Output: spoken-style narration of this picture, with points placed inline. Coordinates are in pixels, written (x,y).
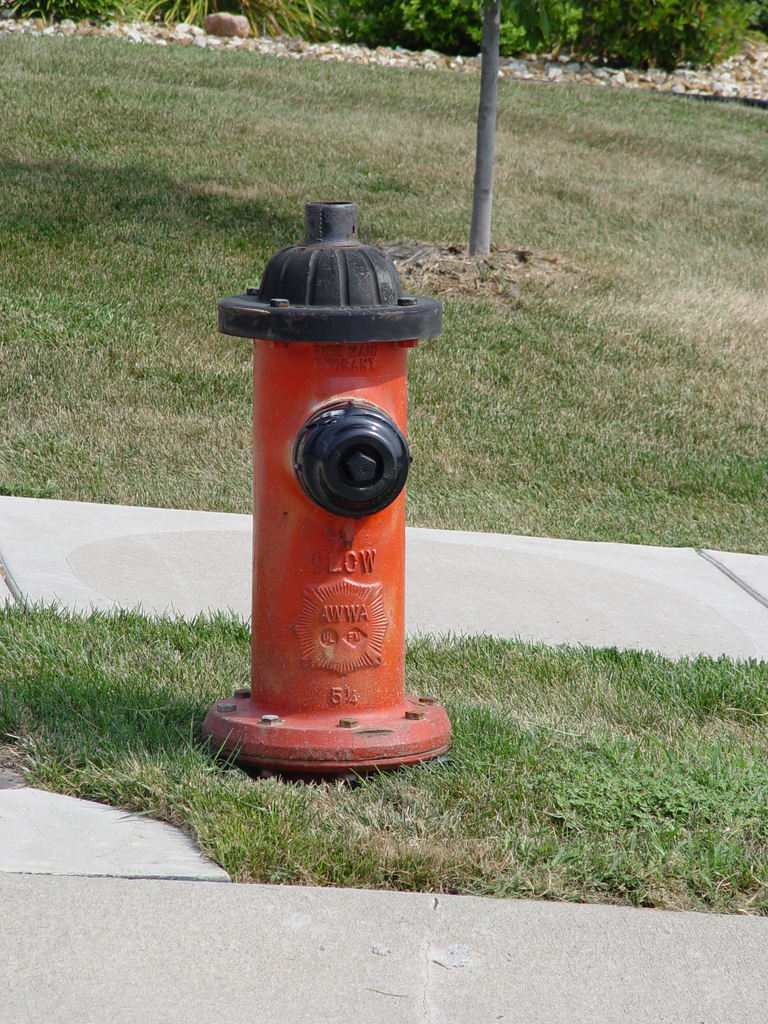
In this image we can see a hydrant (318,475) on the ground (475,801) and a pole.
